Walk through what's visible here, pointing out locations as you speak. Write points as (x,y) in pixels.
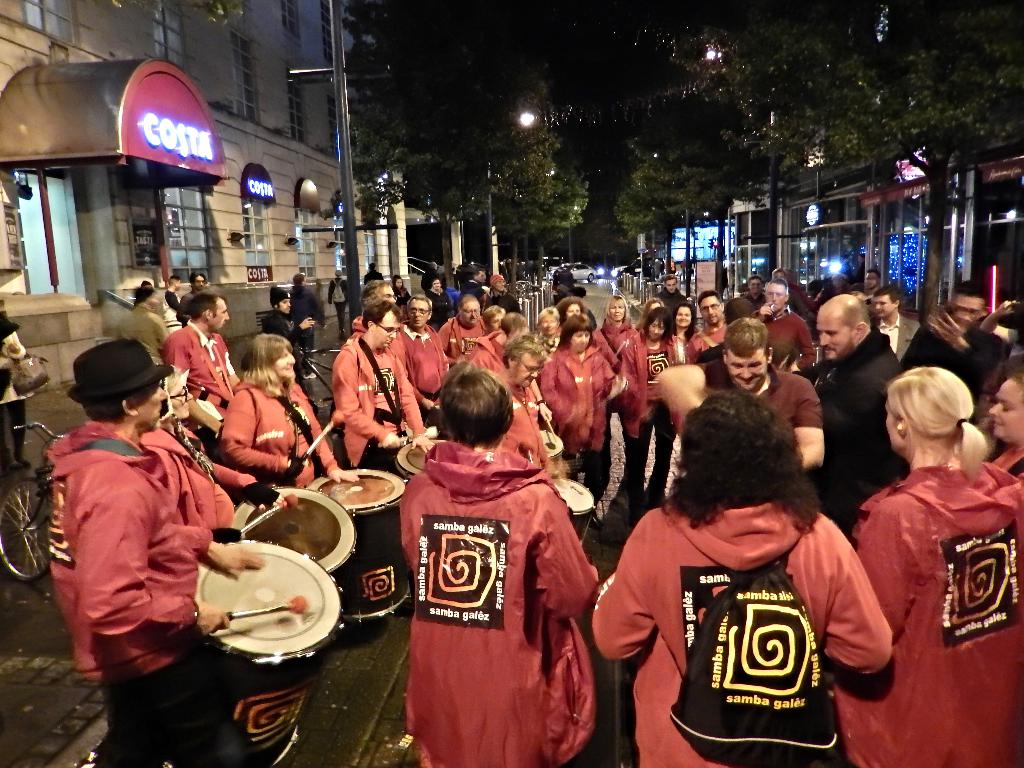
This image is clicked outside. There are trees (878,95) on the top (399,78). There are lights (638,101) on the top of the building (233,179) on the left side (239,124). There are so many people (446,398) who are playing drums (587,494). They are in the middle of the street (66,623).
